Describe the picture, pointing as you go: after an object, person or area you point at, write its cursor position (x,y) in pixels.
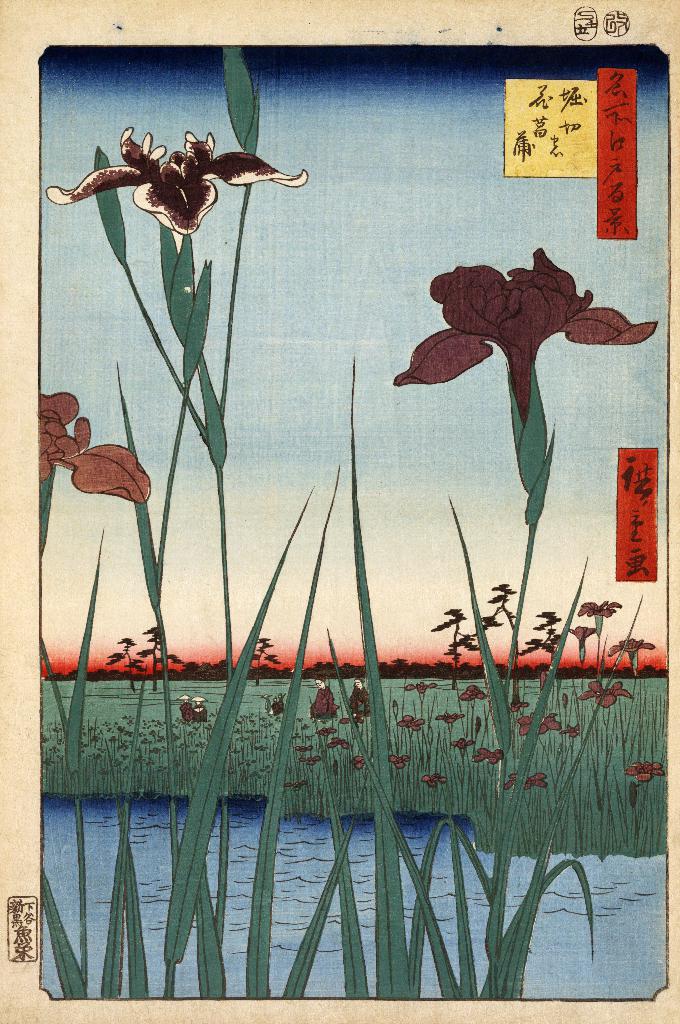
This is a paper (298,440) and here we can see some images (204,191) of plants (509,716), flowers (520,726), grass (433,787) and water (237,833) and there are some stickers (587,177).
